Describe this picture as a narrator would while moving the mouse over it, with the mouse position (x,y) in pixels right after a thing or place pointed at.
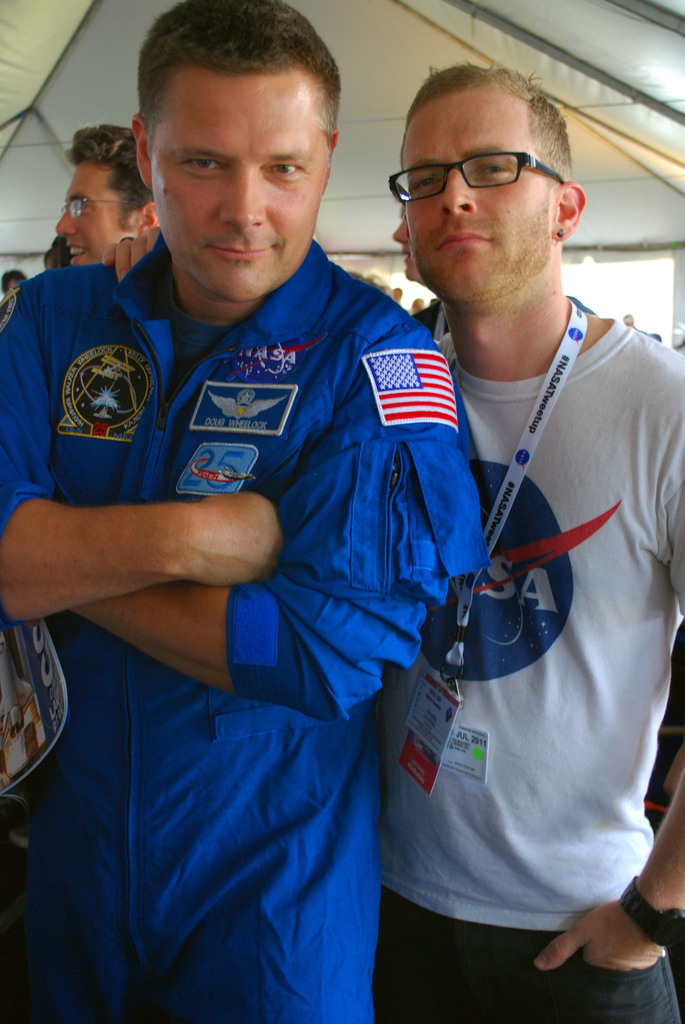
In this image we can see a group of people (179,583), among them, two persons (87,187) are wearing the spectacles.
